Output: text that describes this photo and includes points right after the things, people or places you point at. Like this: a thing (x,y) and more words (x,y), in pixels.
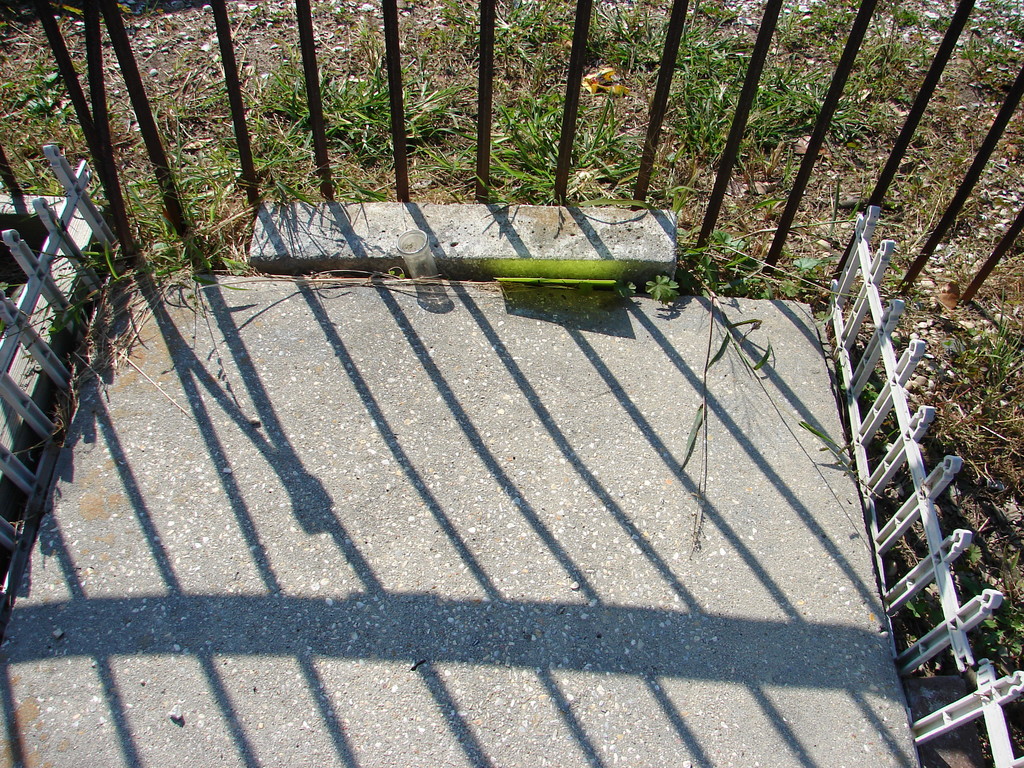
In the picture we can see a part of the path (445,708) which is covered with railing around it and behind the railing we can see a path (608,158) with grass (608,158).
